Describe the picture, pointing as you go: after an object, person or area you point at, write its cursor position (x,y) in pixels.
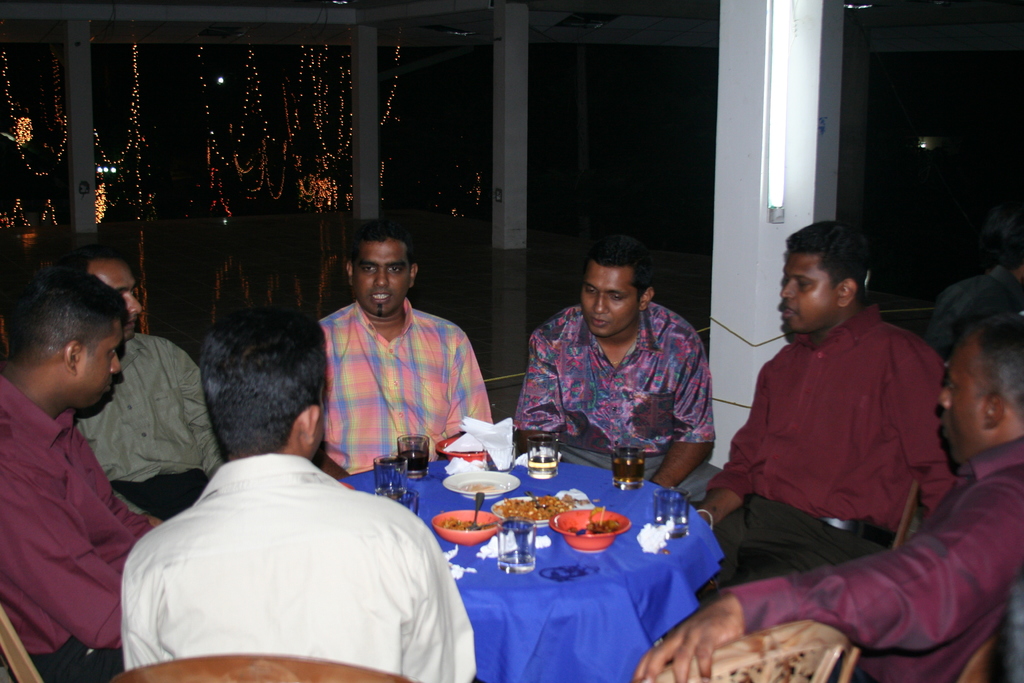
In this picture we can see group of people (234,405) sitting on chair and in front of them we have table (630,564) and on table (581,578) we can see glass (390,476), tissue paper (492,424), plate (478,484), bowls (488,519), spoon (479,528), some food (532,509) and in background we can see pillars (798,164), lights (773,98), decorative lights (135,123).
